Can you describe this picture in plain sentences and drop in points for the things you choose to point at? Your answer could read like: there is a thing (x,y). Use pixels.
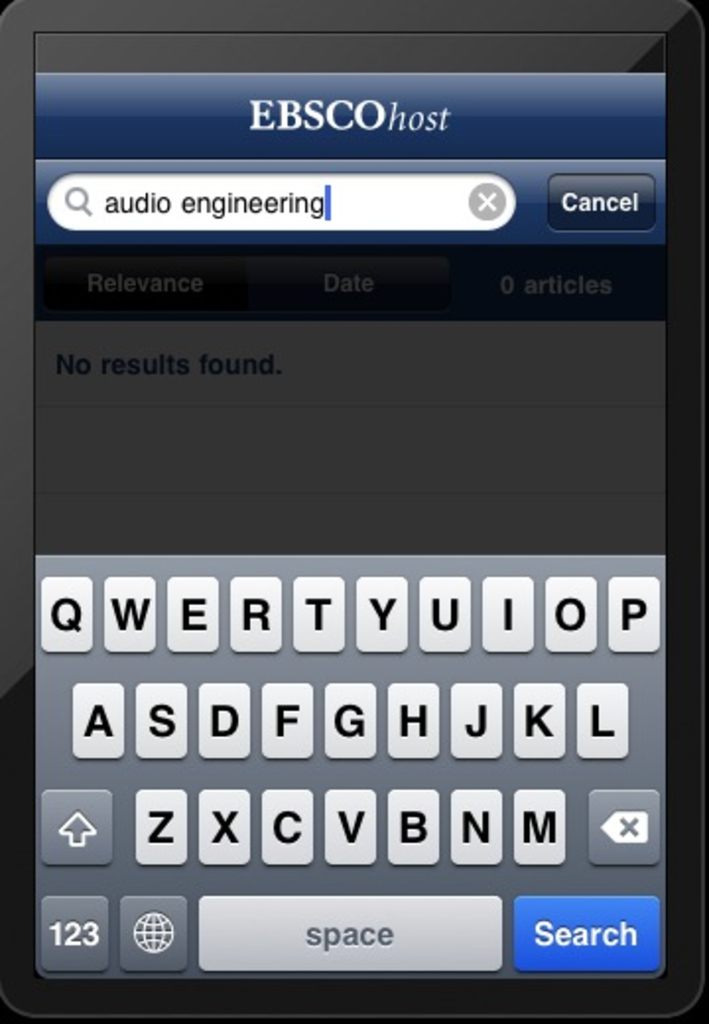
In this image we can see a mobile screen (304,647), on the screen (382,786) we can see some alphabets (406,838) and text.
